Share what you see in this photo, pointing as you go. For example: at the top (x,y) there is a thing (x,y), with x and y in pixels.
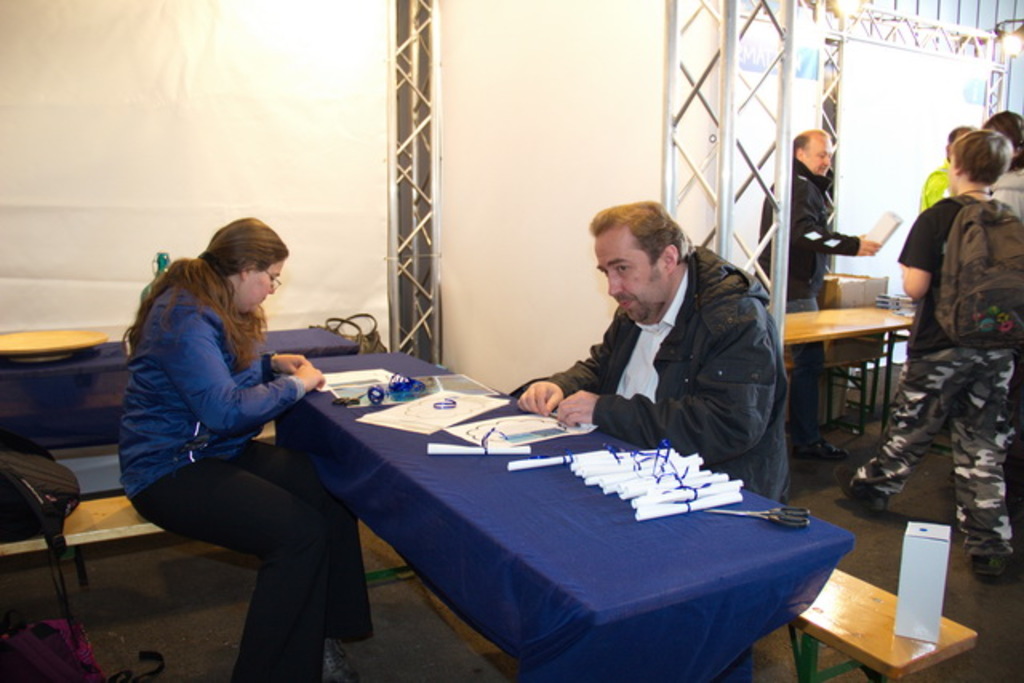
There are group of men (976,133) standing at one side wearing backpacks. On the other side there is a man (615,380) and woman (360,615) sitting with tables (673,571) and papers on it.
